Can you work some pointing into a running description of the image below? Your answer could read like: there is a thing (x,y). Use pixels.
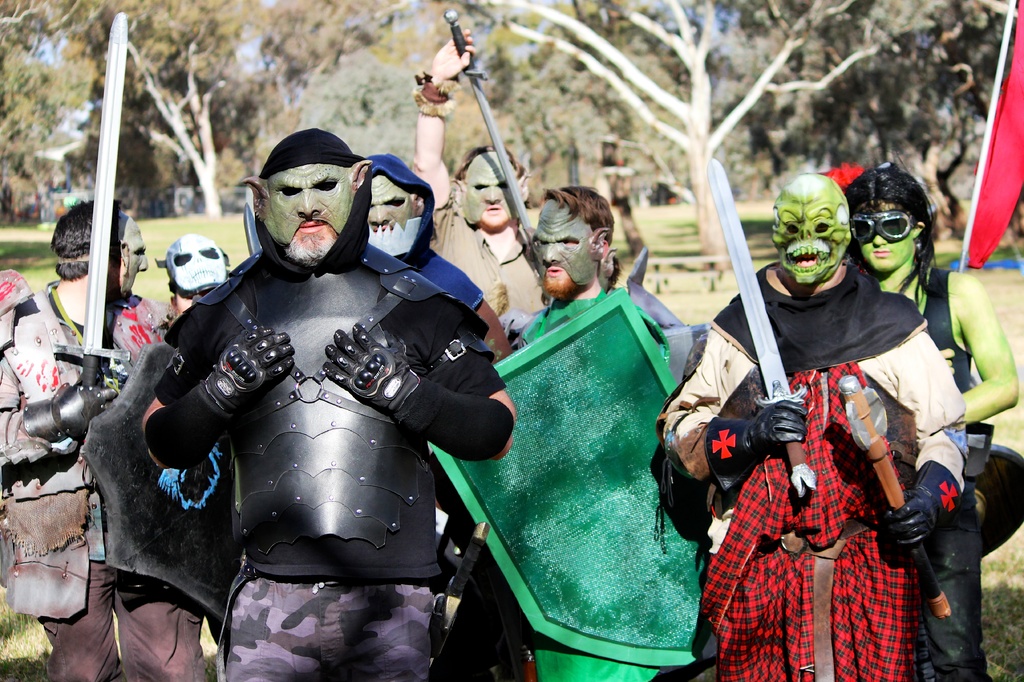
This is an outside view. Here I can see a few people (417,523) wearing costumes (306,431), masks (296,215) to the faces (293,216) and holding the swords (747,293) in the hands (778,441). In the background (298,98), I can see the trees (659,91).
